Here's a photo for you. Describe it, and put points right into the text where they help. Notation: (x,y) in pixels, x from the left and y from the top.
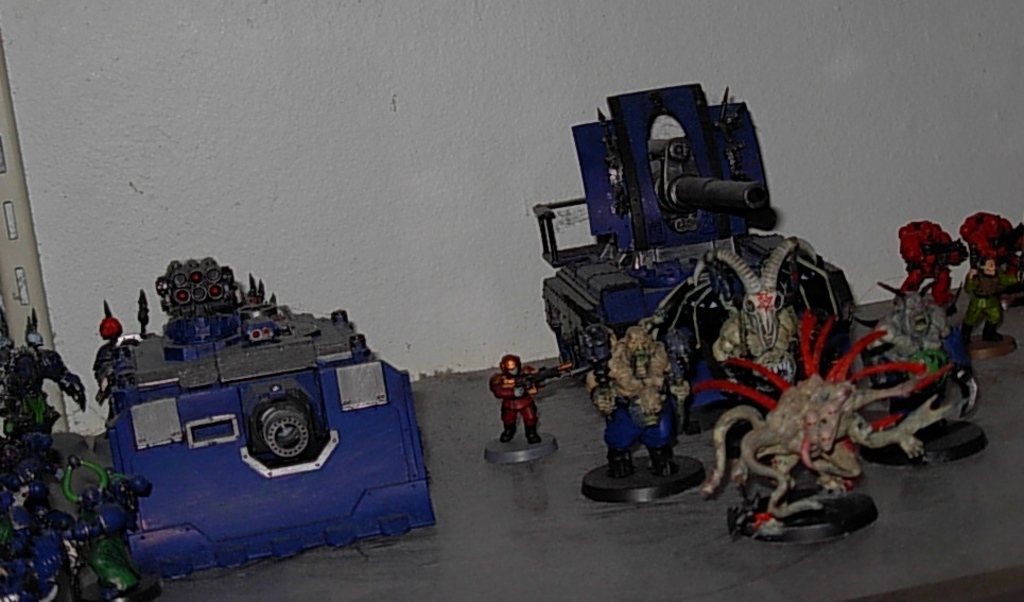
On the right side (815,388) these are the toys (871,391), in the middle (445,277) it is the wall (459,154).
